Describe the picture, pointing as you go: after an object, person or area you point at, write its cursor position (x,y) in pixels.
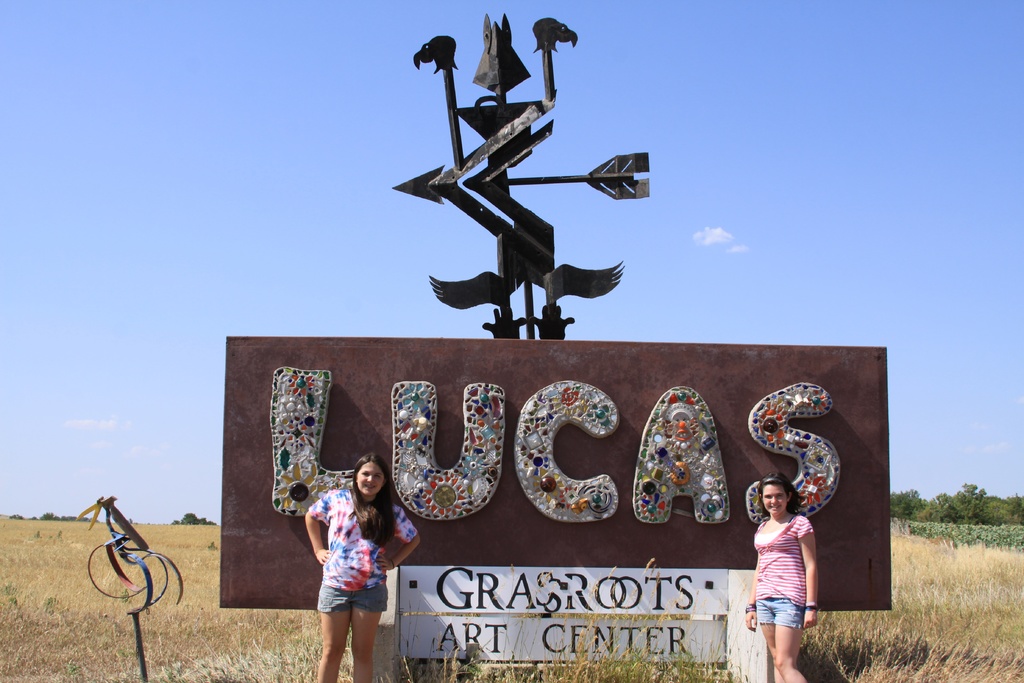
In the foreground of this image (531,221), there are women (794,571) standing on the grass (584,671) where we can see few structures (139,556) with metal (514,271) and some text (600,501) on the boards (567,538). In the background (123,616), there is grass (83,536), trees (197,520) and the sky (280,257).
